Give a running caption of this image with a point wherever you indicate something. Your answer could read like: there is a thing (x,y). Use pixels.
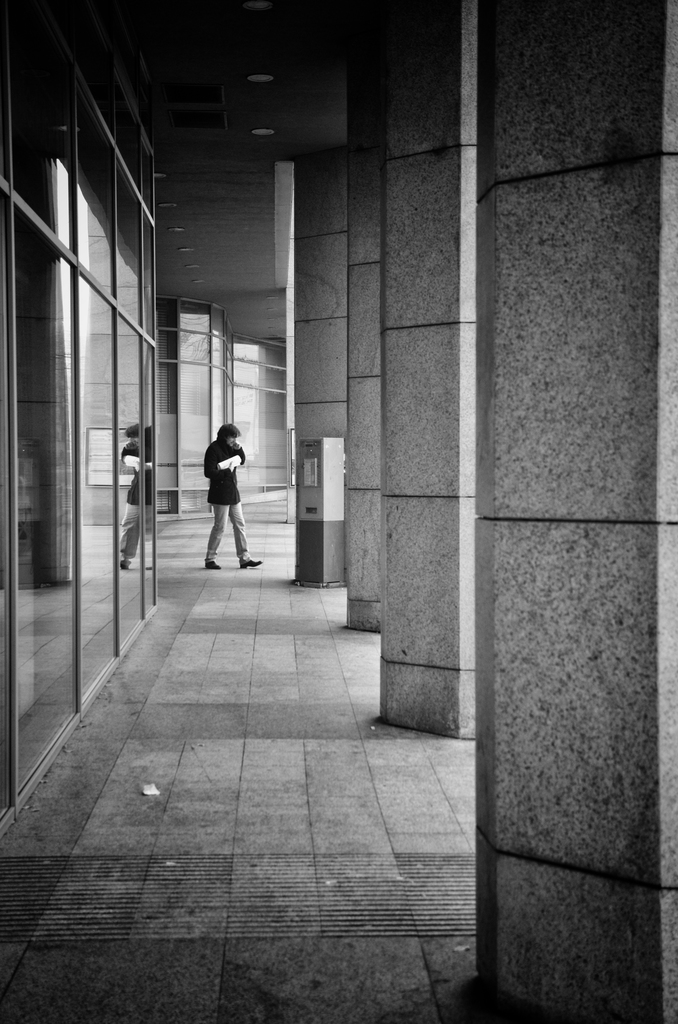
In the center of the image (233,479) we can see a person (232,510) and there are pillars (353,457). On the left (104,440) there are glass doors (42,461).
